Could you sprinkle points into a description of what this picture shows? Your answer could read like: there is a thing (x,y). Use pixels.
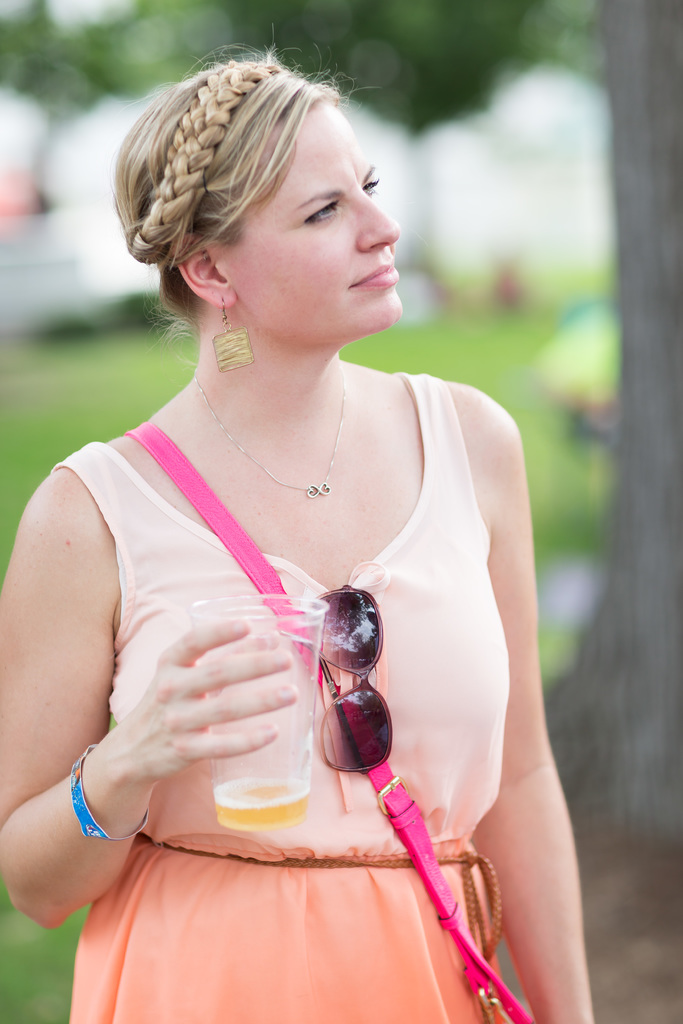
In this picture I can see there is a woman (342,118) standing and she is wearing a peach color dress (217,939) and in the backdrop (581,552) I can see there are trees (321,3) and grass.
